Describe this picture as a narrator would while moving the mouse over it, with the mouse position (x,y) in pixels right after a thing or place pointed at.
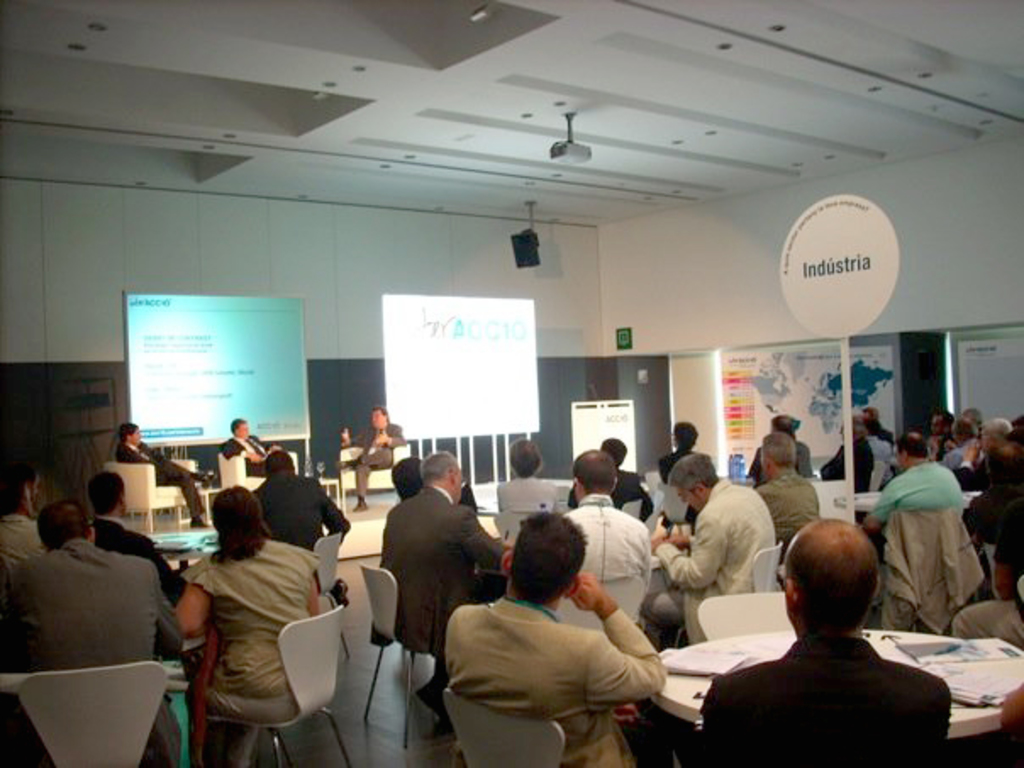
In this image three persons (379,410) sitting on chairs (141,506) on stage (151,524). There are group of people (279,474) sitting on chair (119,706) and seeing at these three persons (366,483) on stage (367,501). There are two banners (144,302) behind them. There is a projector (560,160) attached to the roof (325,189) of room (718,369). Right side (855,354) there is a map poster (864,371). Beside there is a door (665,361). Right bottom there is a table (700,678) on which books (977,645) and papers (701,661) are kept.
